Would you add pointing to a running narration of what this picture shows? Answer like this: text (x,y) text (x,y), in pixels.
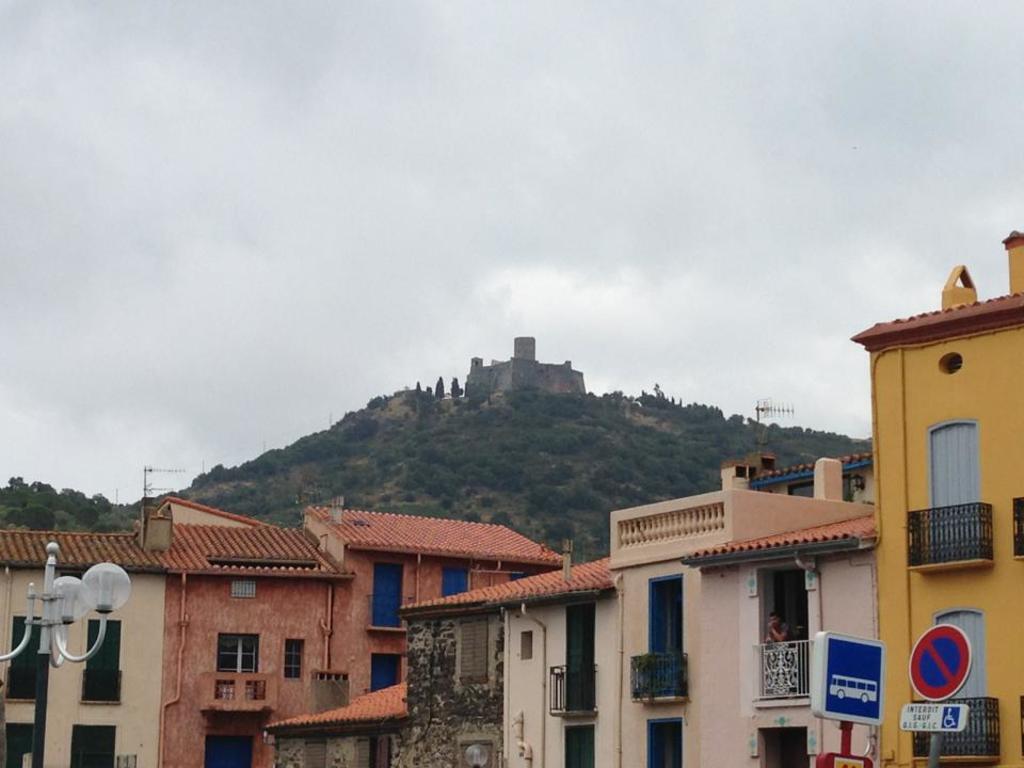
In this image I can see the buildings (487,666) with windows (298,655) and railing (781,674). To the right (862,709) I can see the sign boards (827,685). To the left (51,635) I can see the light pole (62,612). In the background (243,502) I can see the trees (438,450), mountains (438,450) and the sky (344,289).
